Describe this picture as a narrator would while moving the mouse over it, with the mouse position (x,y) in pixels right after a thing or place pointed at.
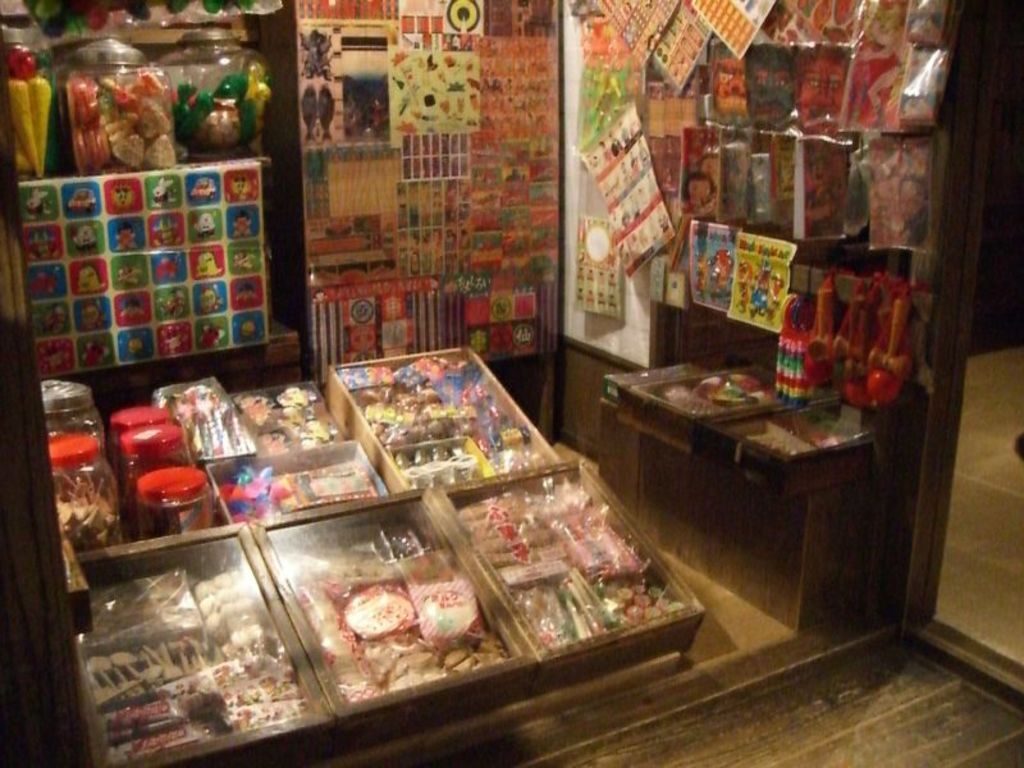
This is a picture of a shop (844,360). In this picture there are posters (378,218), jars (180,83), food items (303,499), playing things (844,342) and other objects (711,403). On the right (1009,521) it is floor (972,528).
